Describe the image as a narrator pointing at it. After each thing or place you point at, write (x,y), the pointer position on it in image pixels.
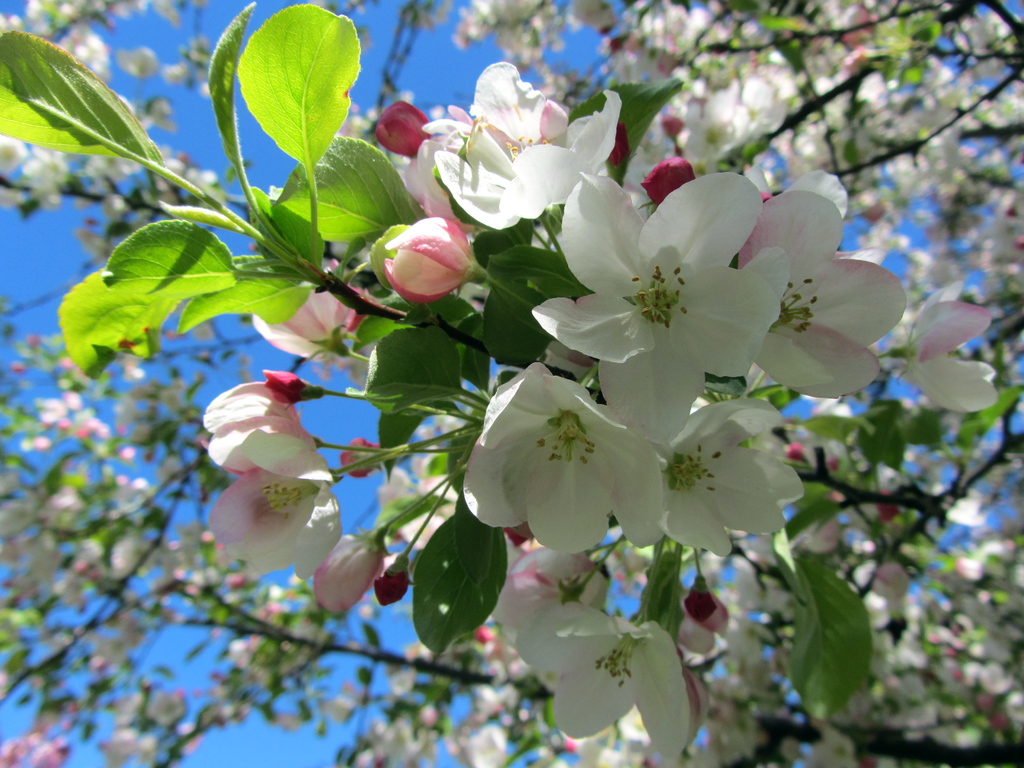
In this image there are trees (180,285) with flowers (490,484).
